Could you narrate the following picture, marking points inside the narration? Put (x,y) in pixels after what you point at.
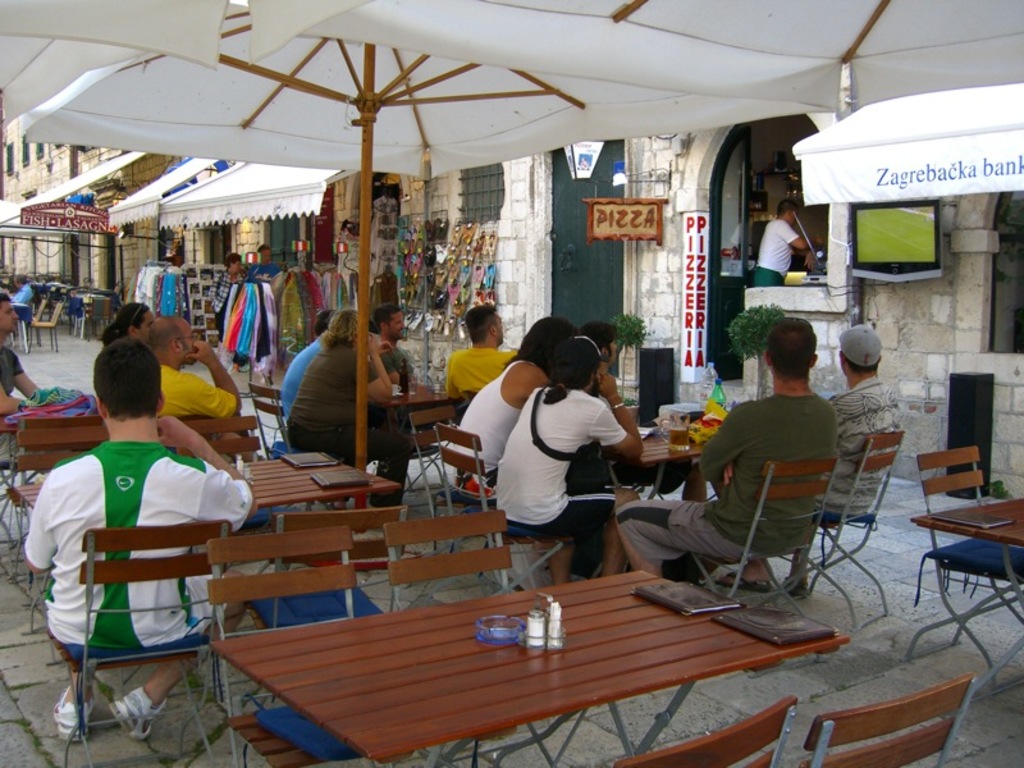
In the image we can see there are people (469,430) who are sitting on chair (872,514).
